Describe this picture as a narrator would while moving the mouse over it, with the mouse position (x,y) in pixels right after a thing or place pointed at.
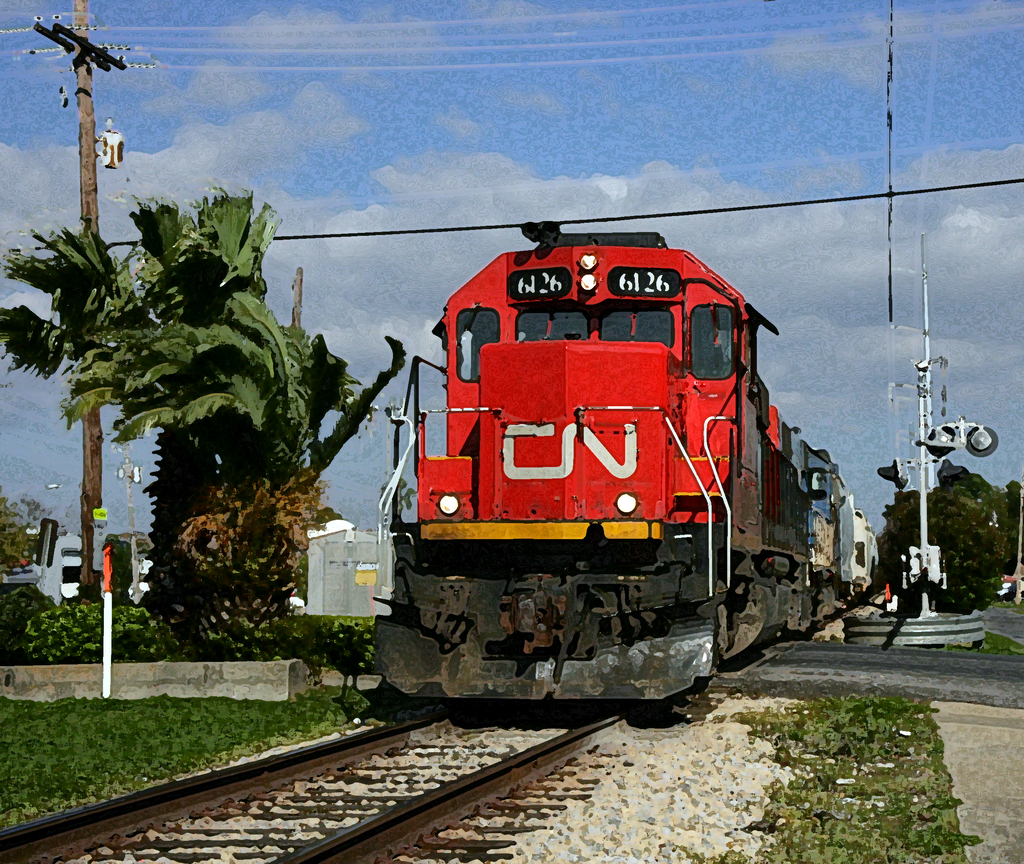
This is an edited image. In the foreground of the picture (568,790) there are train (636,638), railway track (280,781), greenery (180,754), trees (206,607), plants (370,629), poles (922,524) and cables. In the background (935,522) there are trees (8,540). Sky (386,295) is cloudy.
